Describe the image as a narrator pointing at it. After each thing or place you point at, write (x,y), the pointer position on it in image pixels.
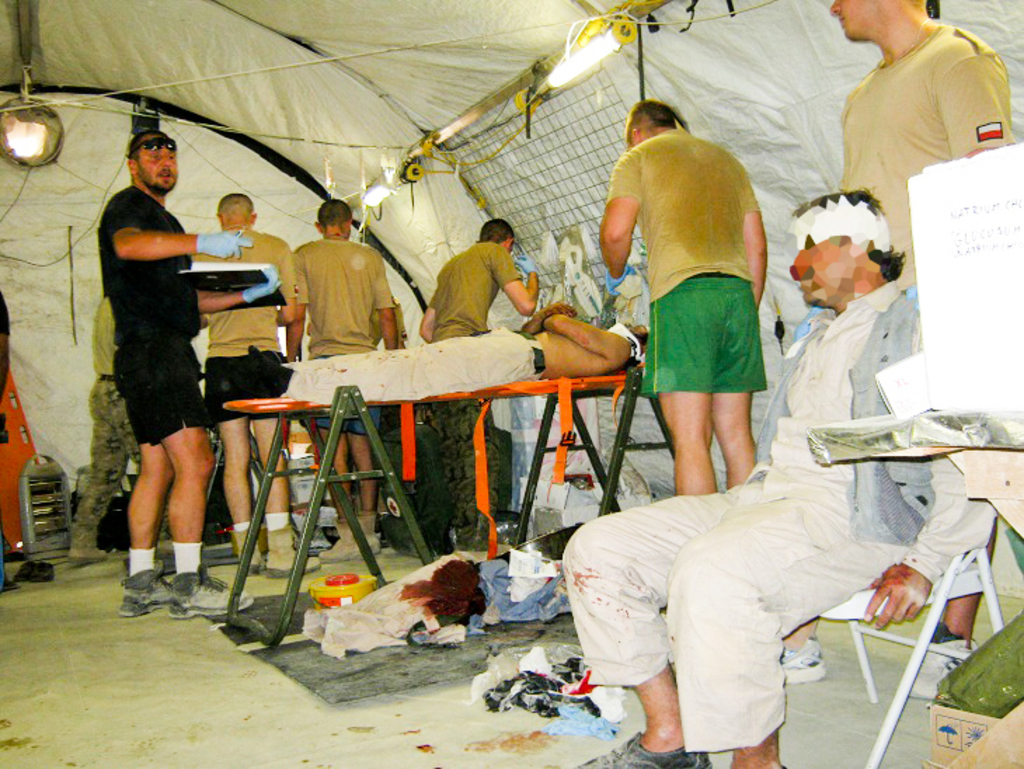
In the image few people (809,557) are sitting and standing and lying and there are some clothes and boxes (550,503). Behind them there is tent (789,146) and lights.
